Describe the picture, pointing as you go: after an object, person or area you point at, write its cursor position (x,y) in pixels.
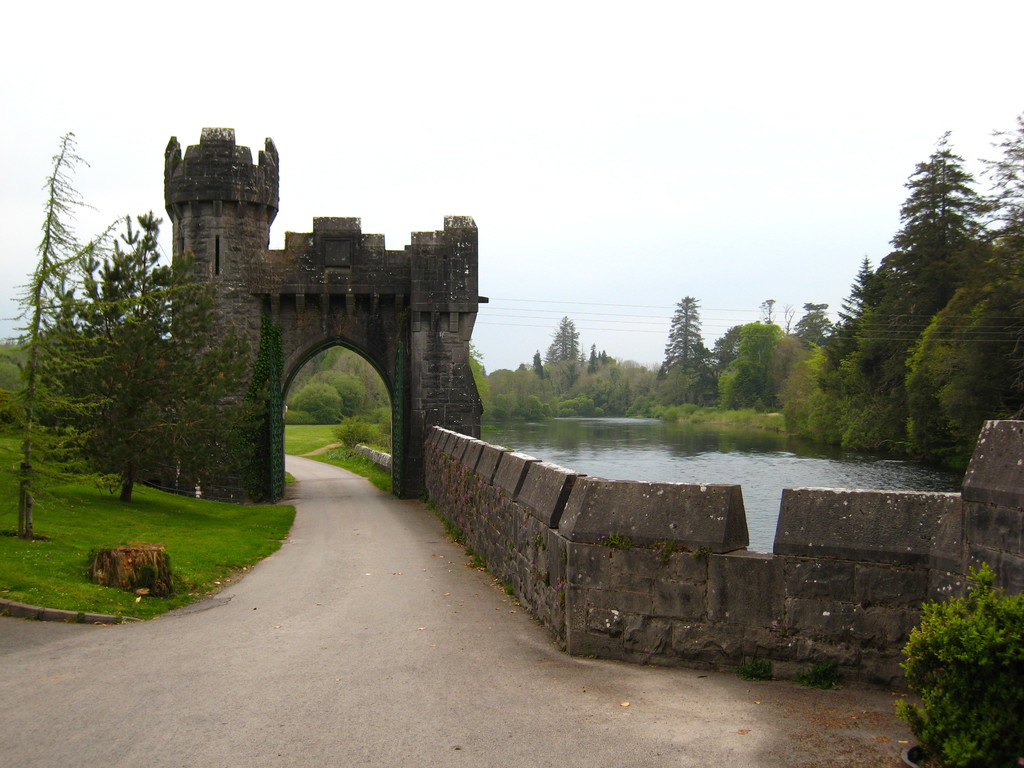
In this picture there is a monument (400,357), beside that we can see the water (665,455). At the bottom (454,733) there is a road (334,672). On the right (952,334) we can see the many trees (696,346). In the bottom right (969,645) there is a plant (957,637) near to the stone wall (843,529). On the left (123,599) we can see the grass (94,544). In the background (548,302) we can see the electric wires (630,305). At the top (702,187) there is a sky (575,102).
